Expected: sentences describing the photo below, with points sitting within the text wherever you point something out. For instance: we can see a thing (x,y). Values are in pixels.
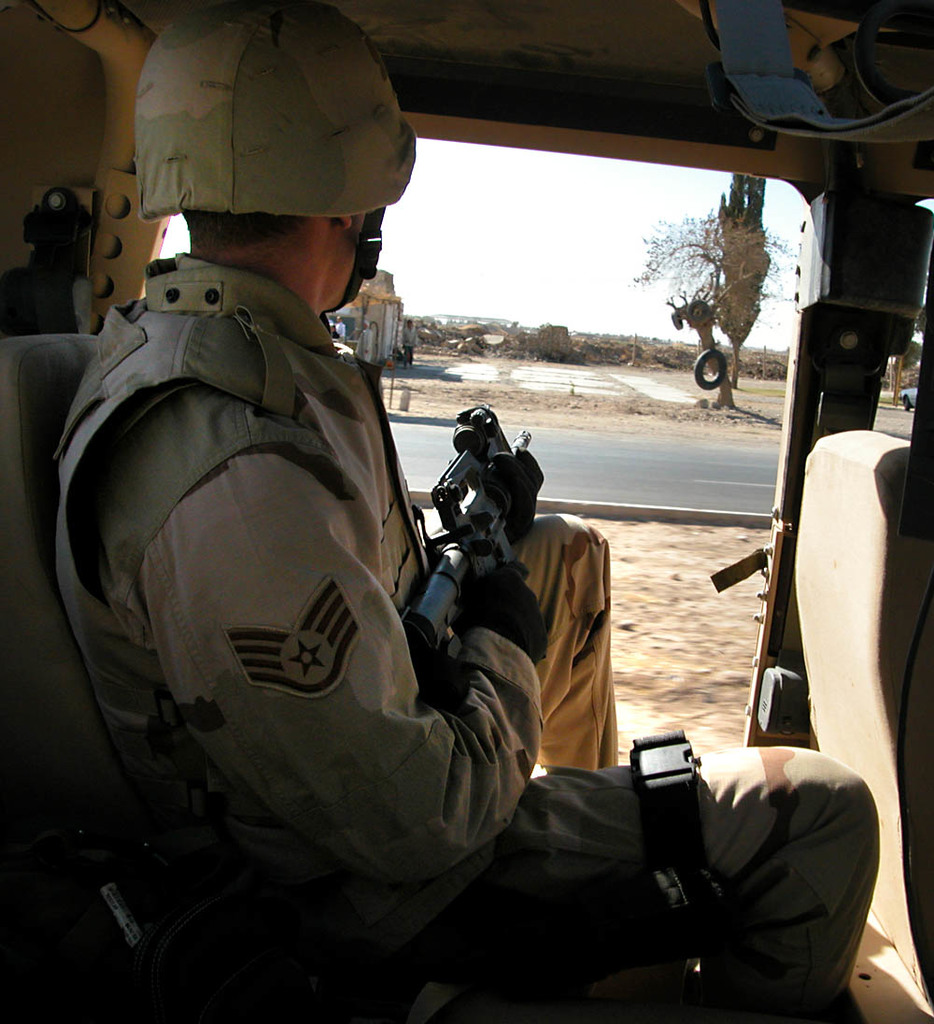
In this image we can see one person (386,735) sitting in the vehicle (800,437) and holding a gun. There is one tire (723,361) on the tree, some objects (482,348) on the ground (887,396), one man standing near the wall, one road (585,466), one car (910,405), some plants (672,354), some grass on the ground (658,354) and at the top (491,209) there is the sky (537,254).
